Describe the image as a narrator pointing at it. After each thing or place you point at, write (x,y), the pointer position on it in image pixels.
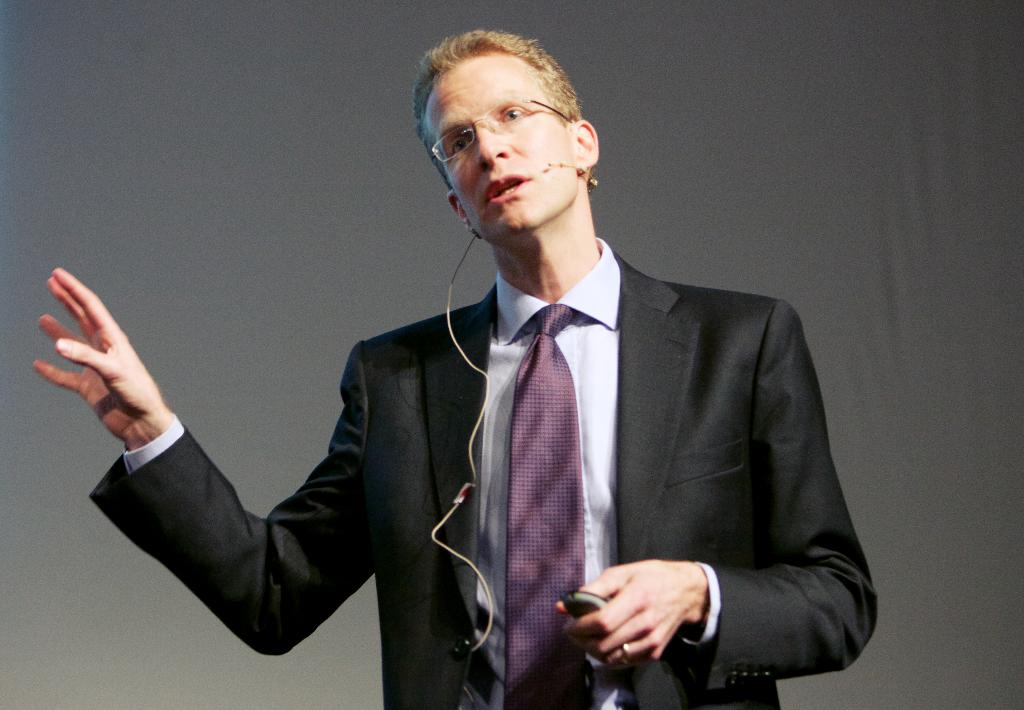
In this image we can see a man (563,276) wearing specs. He is having a microphone (573,167). And he is holding something in the hand (599,642). In the background (511,9) there is a wall (102,477).
